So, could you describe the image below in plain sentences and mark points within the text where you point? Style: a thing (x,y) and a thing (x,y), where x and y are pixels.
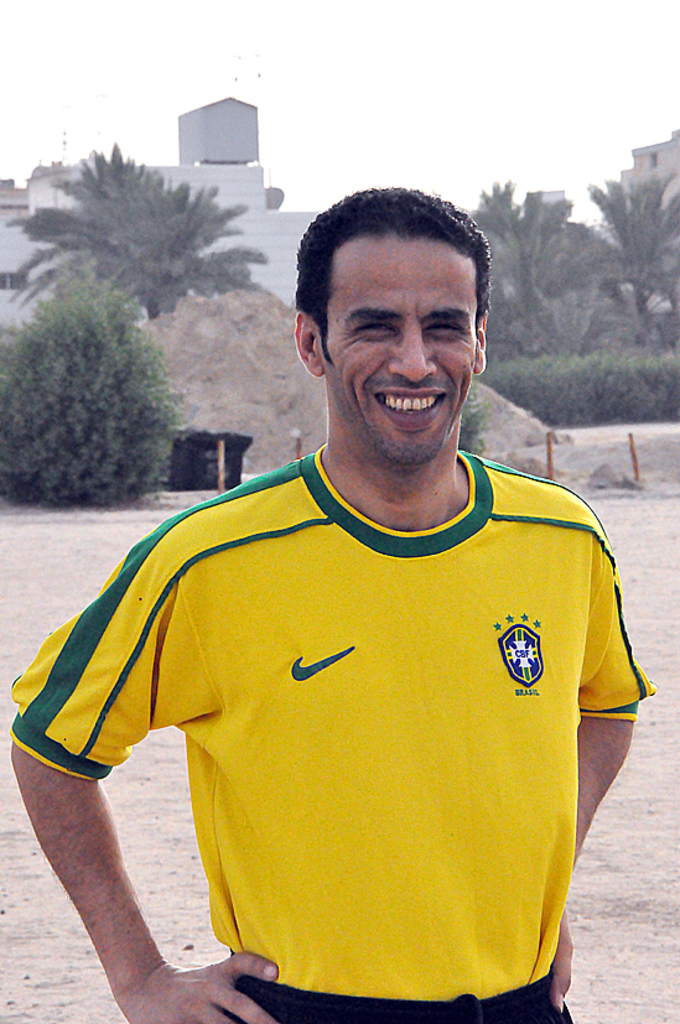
In this image I can see a person (267,697) wearing a yellow color t-shirt (295,760) his smiling and background (368,69) I can see a sky (339,53) and there are some buildings (249,185) and there are some trees (123,294) visible and there are some poles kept on the floor (628,485).
